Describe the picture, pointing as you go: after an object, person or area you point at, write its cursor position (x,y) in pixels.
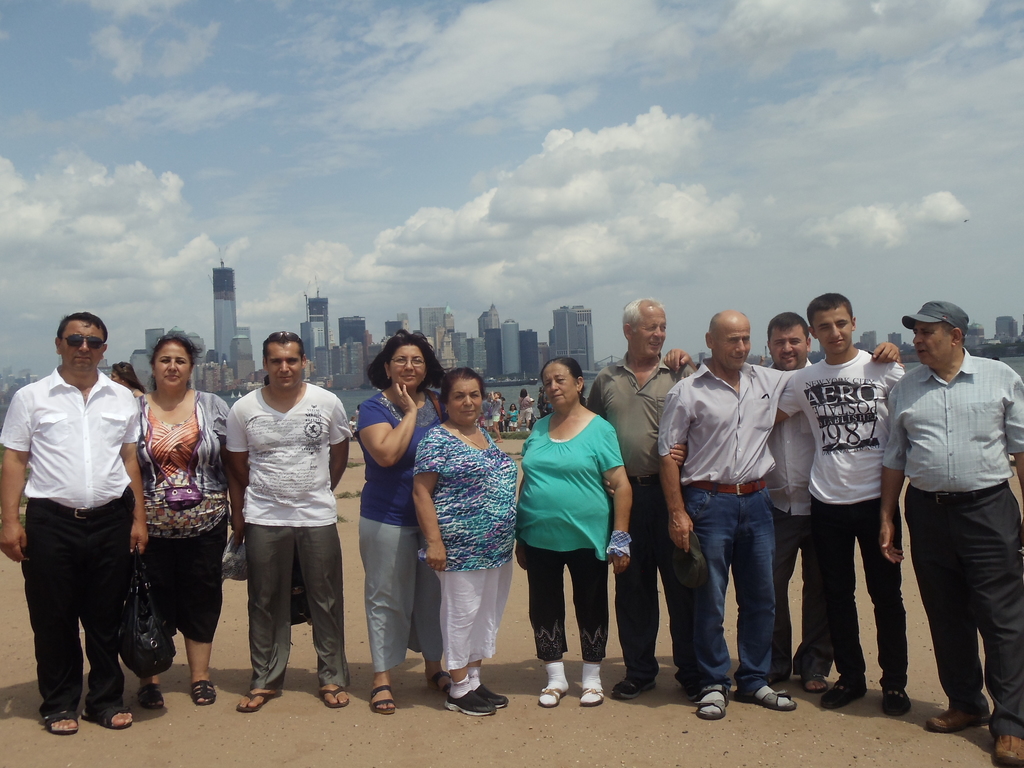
In this image I can see group of people (440,507) standing. In front (572,481) the person (570,494) is wearing green and black color dress (574,496). Background (154,295) I can see few buildings (148,365) and the sky (473,229) is in blue and white color.
